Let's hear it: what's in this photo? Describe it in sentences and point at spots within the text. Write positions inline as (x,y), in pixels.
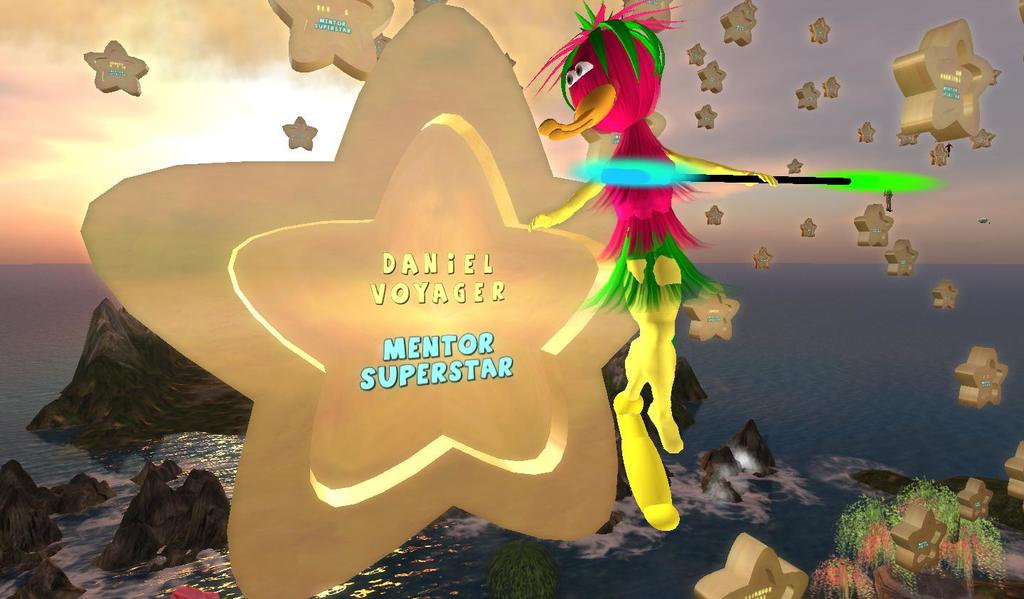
This is an animated image. We can see some water (880,302) with a few rocks (732,447). We can also see some stars (924,550) and a toy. We can see some plants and the sky (221,94).
